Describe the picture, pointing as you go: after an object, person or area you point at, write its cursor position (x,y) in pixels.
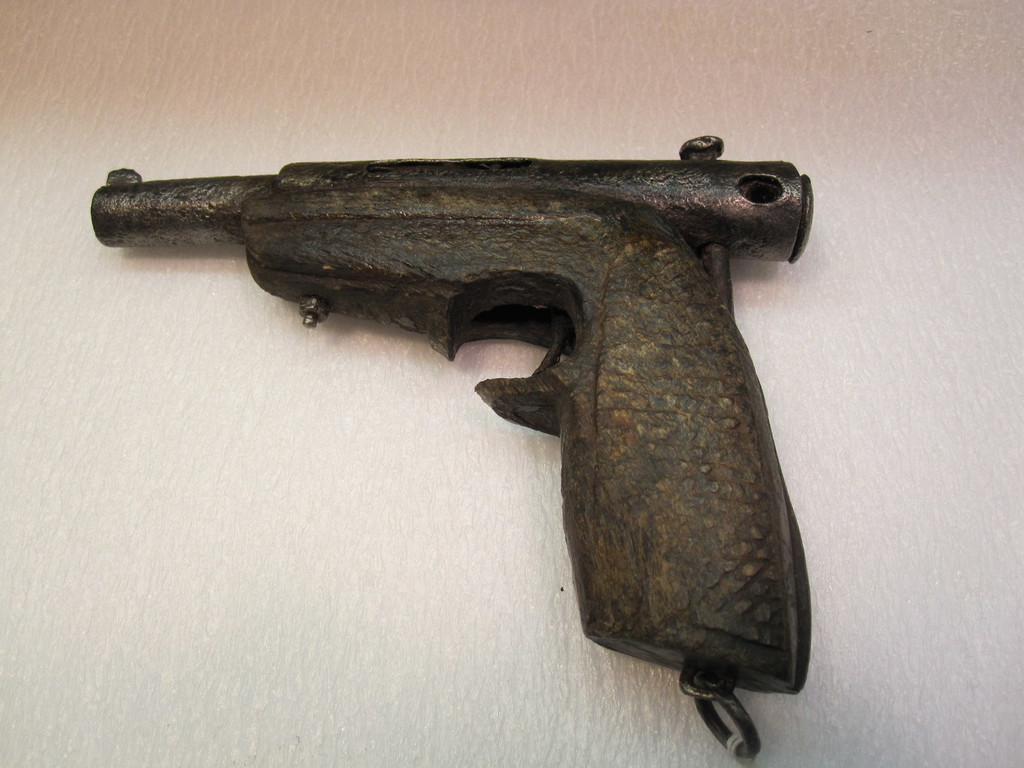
In this picture we can see a gun (754,678) on the white surface (815,597).
